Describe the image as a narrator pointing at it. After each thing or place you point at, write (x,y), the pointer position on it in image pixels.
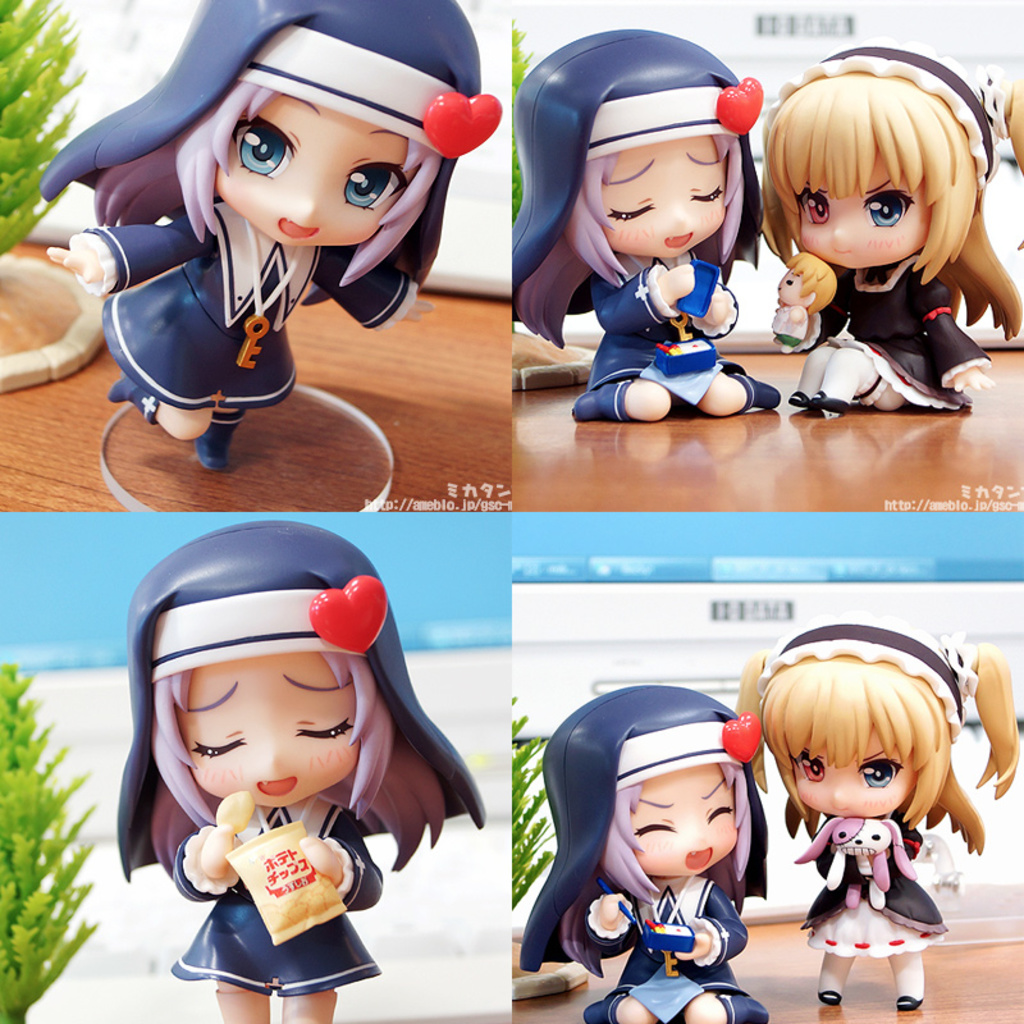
This picture is a collage of four different. Towards the left (298,593), there are two images with same toy (391,277) with different actions. The toy (307,650) is in blue in color. Towards the right (699,442), there are two images with two toys (880,306) with different actions. One toy (695,278) is in blue in color and other toy (943,119) is in brown in color.
